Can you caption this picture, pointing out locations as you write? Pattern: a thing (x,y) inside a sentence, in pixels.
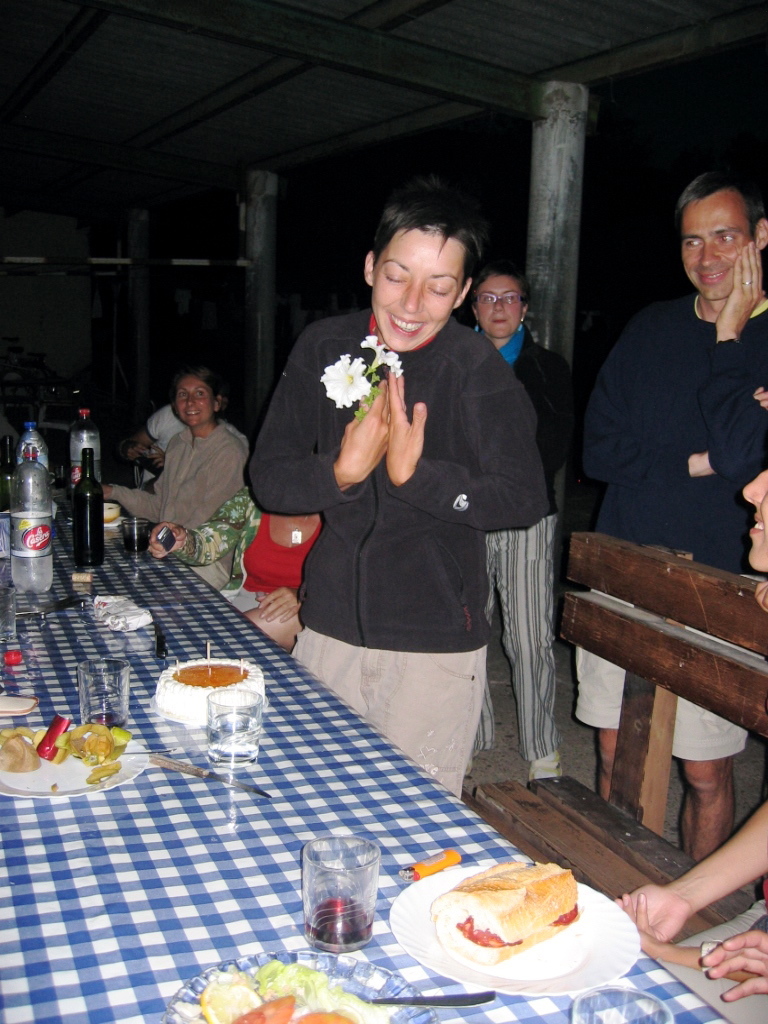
A woman (512,400) is standing and also laughing. Left side (221,695) there are plates (131,749), food (197,697), glasses (242,707), bottles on the dining table (148,736).
